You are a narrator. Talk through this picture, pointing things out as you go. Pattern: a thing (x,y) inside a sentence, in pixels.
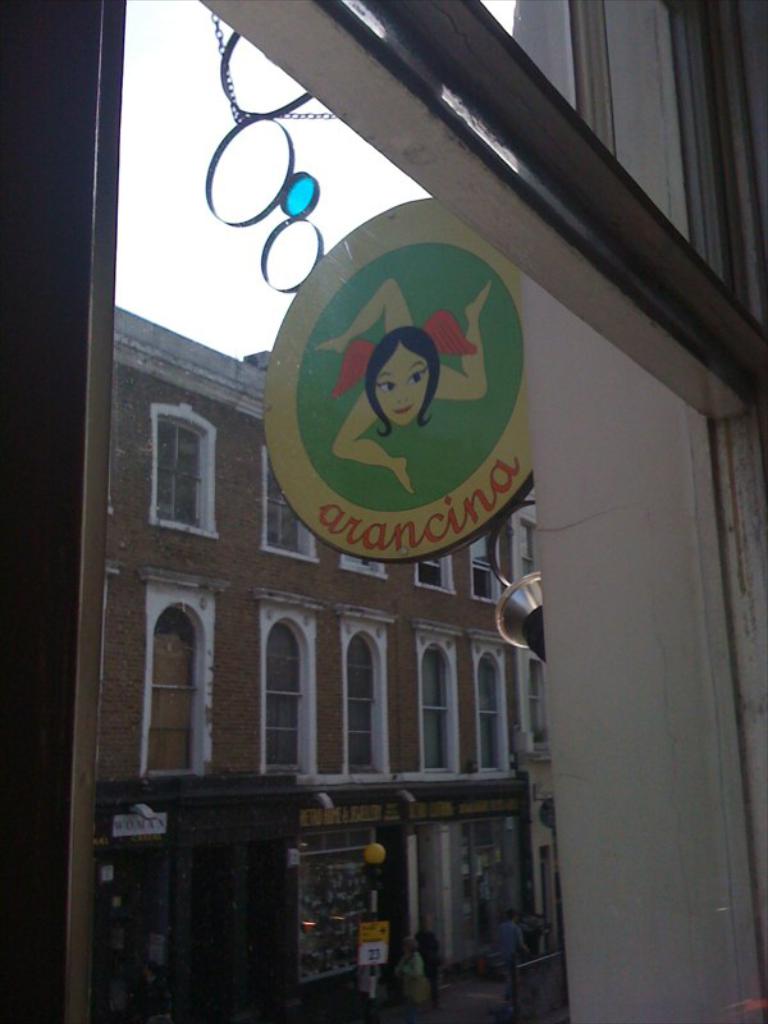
This picture is taken through a window (392,101). Beside the window (387,146), there is a board (509,416) with a picture (318,367) and text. At the bottom (478,788), there is a building (329,638) with windows (203,520). Before the building (335,927), there is a board (364,940) and people (408,985). On the top (161,195), there is a sky (156,178).
